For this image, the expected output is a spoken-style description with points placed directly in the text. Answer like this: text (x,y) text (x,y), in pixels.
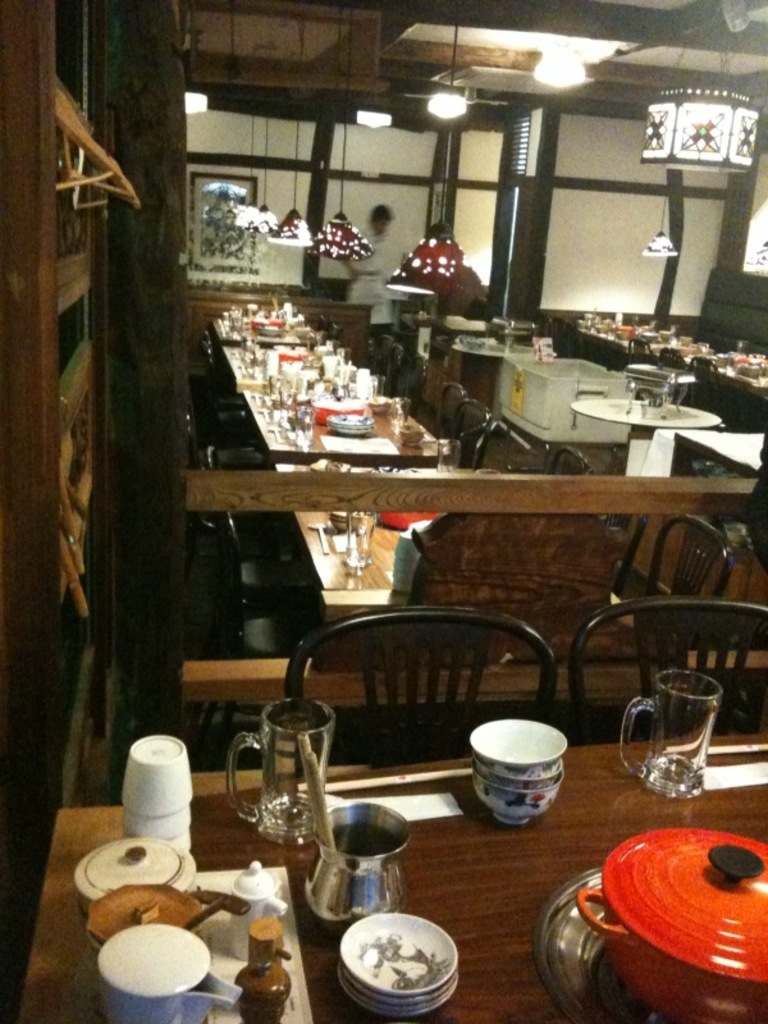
In this image we can see glasses (293,378), plates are kept on the table (422,879), and there are chairs (539,636) as we can see in the middle of this image (499,537). There is a wall (578,235) in the background (529,244), and we can see lights (433,225) at the top of this image (433,225).
